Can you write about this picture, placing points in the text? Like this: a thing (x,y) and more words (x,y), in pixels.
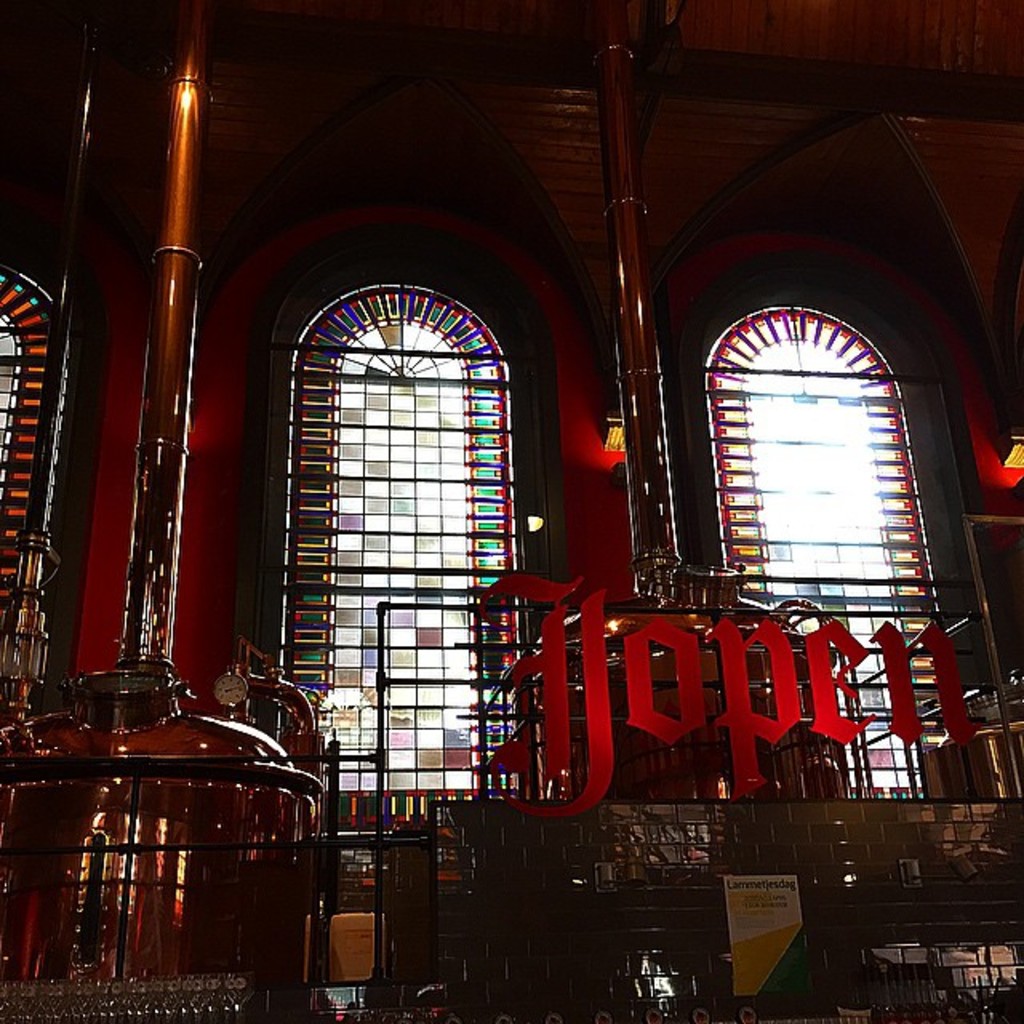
This picture might be taken from inside of the building (925,826). In this image, on the right side (782,921), we can see a chart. In the background (325,485), we can see glass windows (910,473), pillars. At the top (594,126), we can see a roof (987,194).
